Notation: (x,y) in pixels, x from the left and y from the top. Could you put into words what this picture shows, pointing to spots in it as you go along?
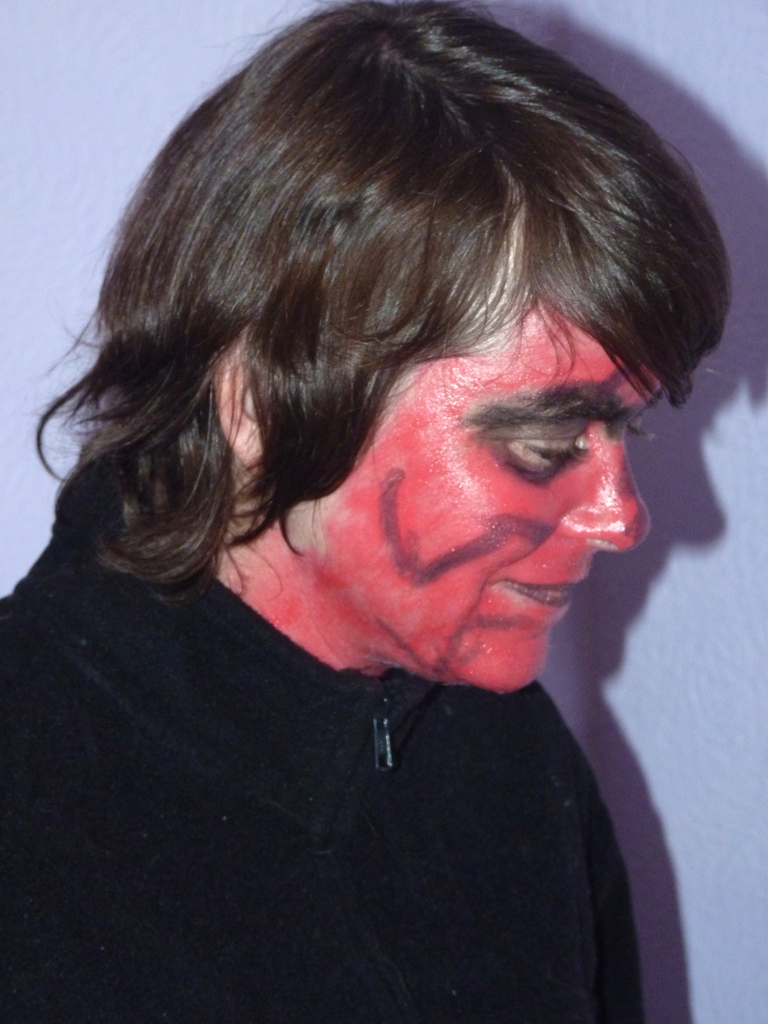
In this image, I can see a person (471,744) smiling. This person (523,596) wore a red color paint (447,482) to the face (411,433). This is the wall (75,167). I can see the shadow (685,468) of the man (381,607) on the wall (682,607).
